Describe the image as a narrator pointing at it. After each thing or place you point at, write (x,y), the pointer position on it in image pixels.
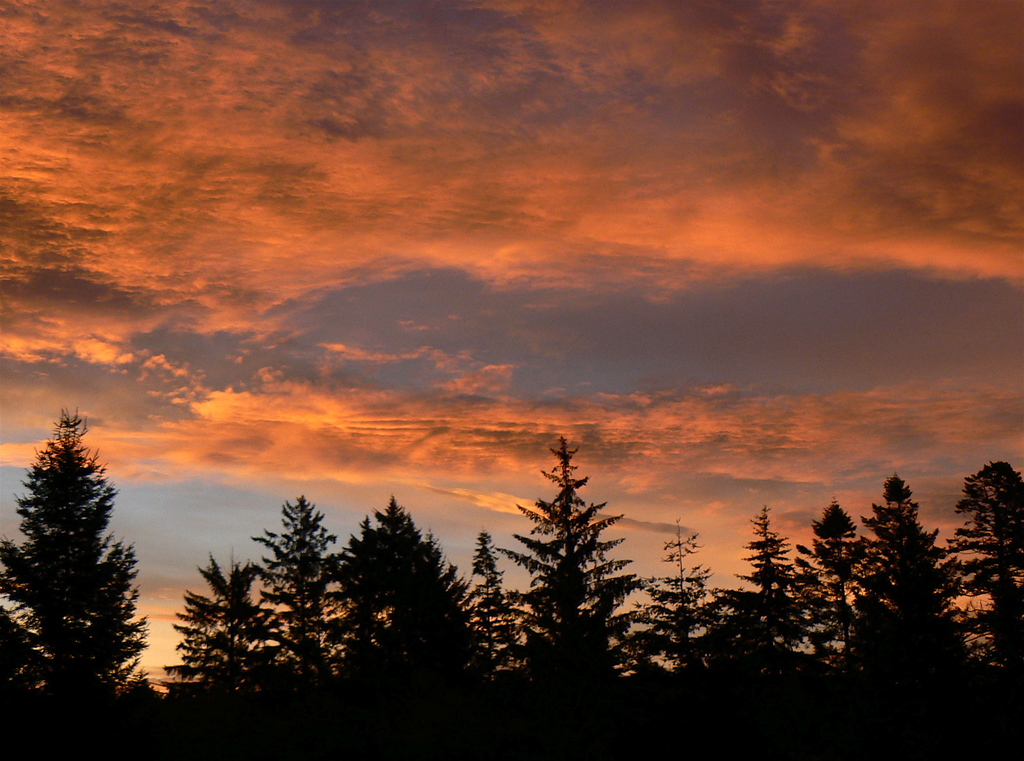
In this picture we can see few trees (418,751) and clouds (275,292).
